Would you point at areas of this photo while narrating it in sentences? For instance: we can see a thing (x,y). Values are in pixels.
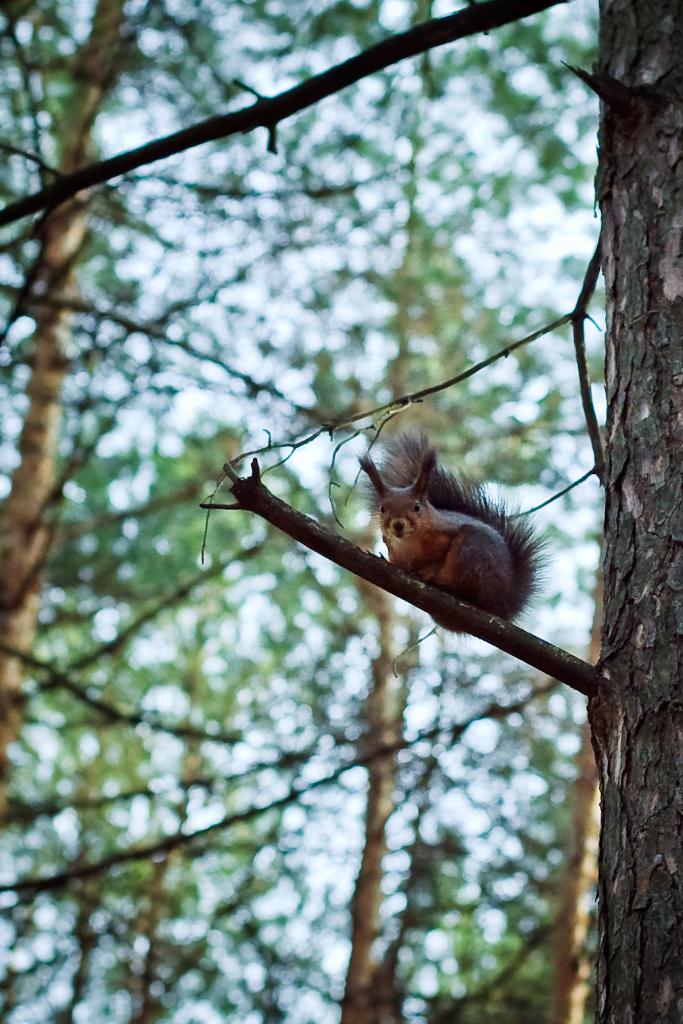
As we can see in the image there are trees (298,529) and squirrel (456,570).
